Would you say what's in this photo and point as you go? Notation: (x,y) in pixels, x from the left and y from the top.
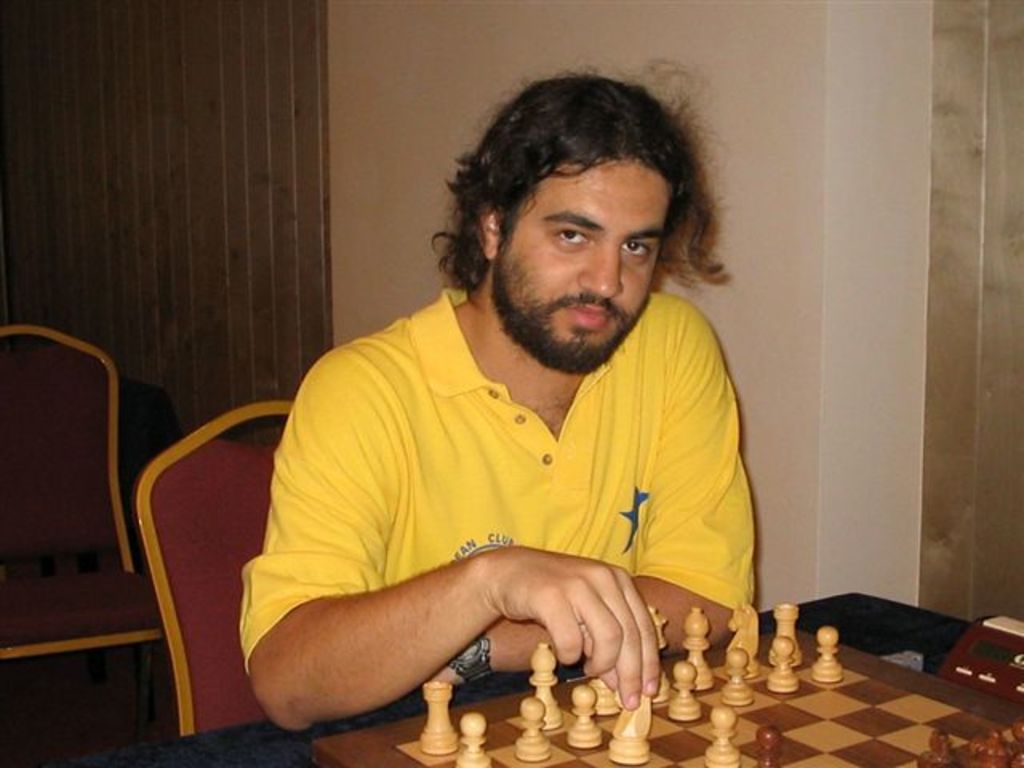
In this image I see a man (700,254) who is sitting on the chair (148,525) and there is a table (463,691) in front of him. I see that there is a chess board (960,726) and chess coins (1017,751) on it. In the background (975,300) I see the wall (629,11) and a chair (13,333).
